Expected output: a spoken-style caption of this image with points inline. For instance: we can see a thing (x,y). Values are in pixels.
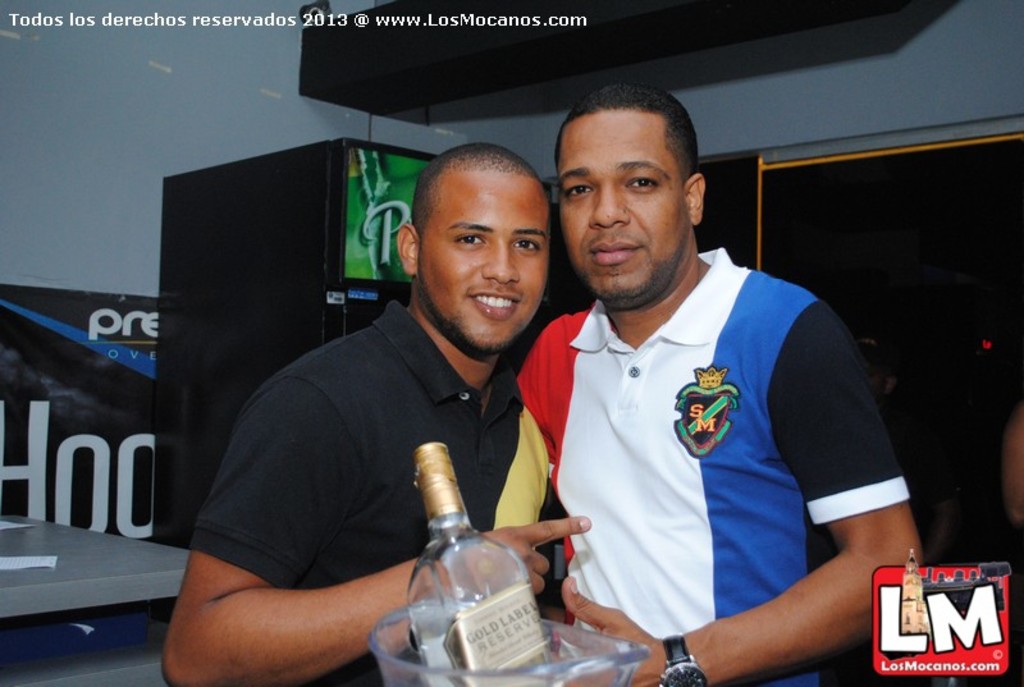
There are two men (646,319) standing together holding a jar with bottle (456,657) in it.
